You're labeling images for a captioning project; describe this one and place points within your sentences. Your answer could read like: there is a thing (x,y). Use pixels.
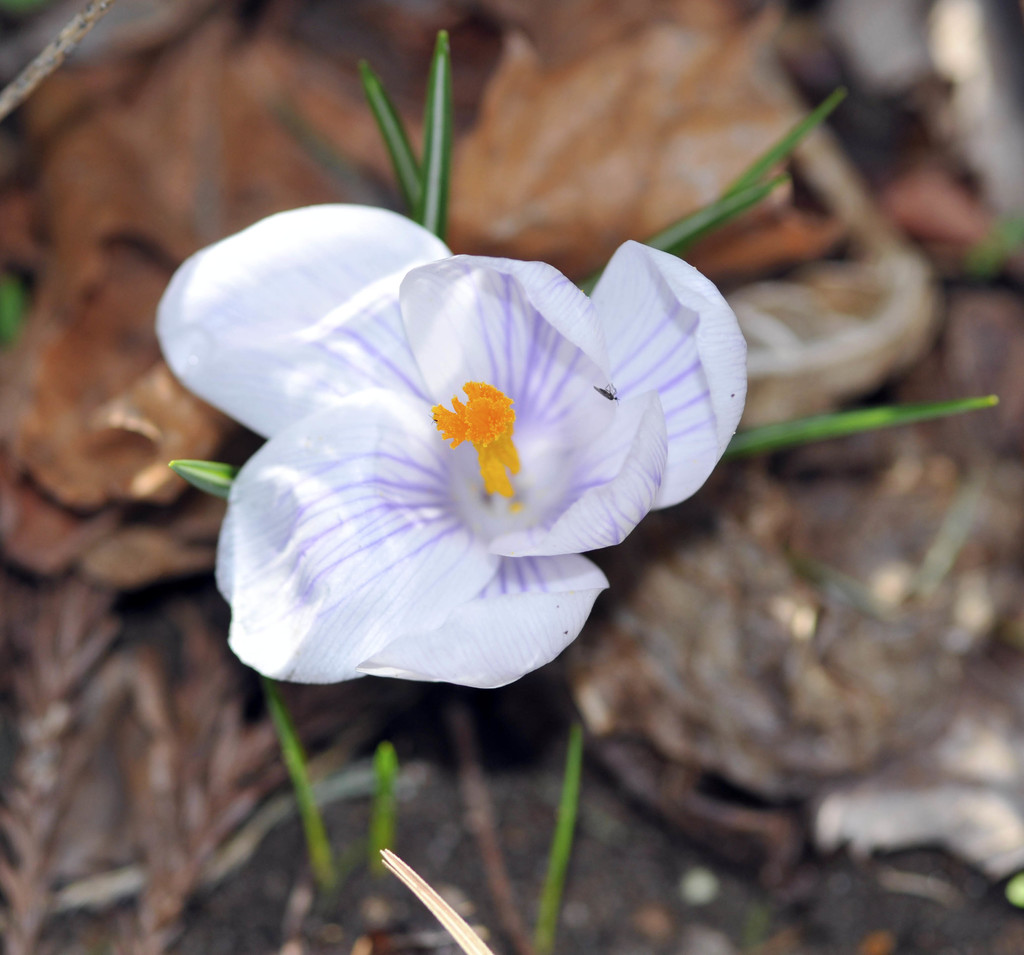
In this image we can see a flower (233,601) with some leaves (124,565).
